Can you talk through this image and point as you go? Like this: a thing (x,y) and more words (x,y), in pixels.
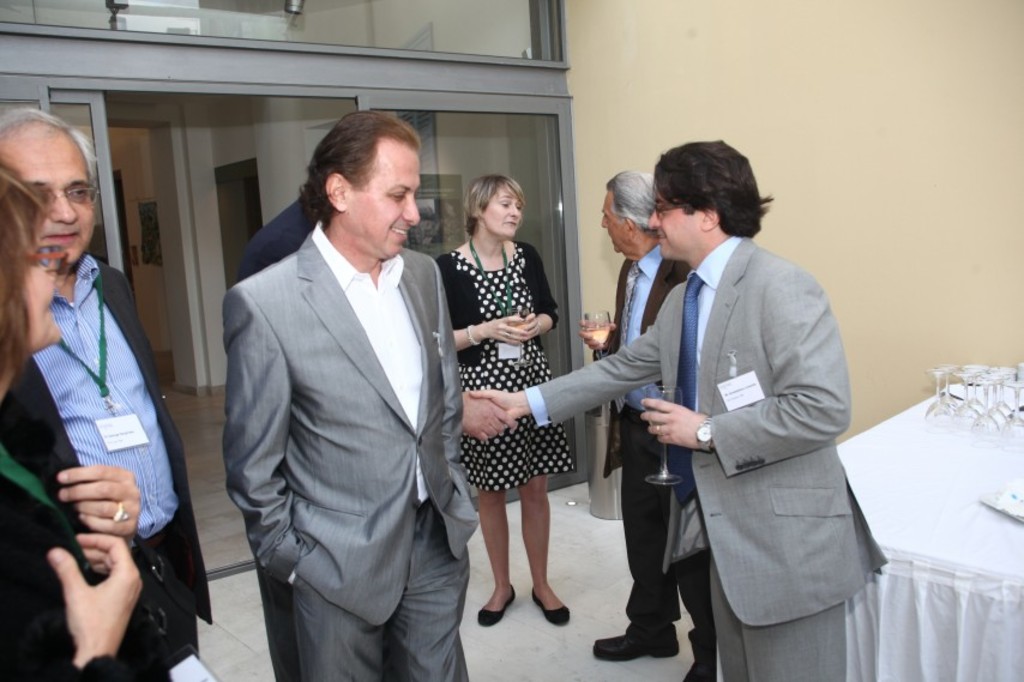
In this image I can see the group of people (336,296) with different color dresses (532,433). I can see few people (633,397) are holding the glasses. To the right (896,457) I can see the table (962,504). On the table (960,474) I can see few more glasses (940,404). In the background (238,147) there is a glass door (443,146) and the wall (771,55).
